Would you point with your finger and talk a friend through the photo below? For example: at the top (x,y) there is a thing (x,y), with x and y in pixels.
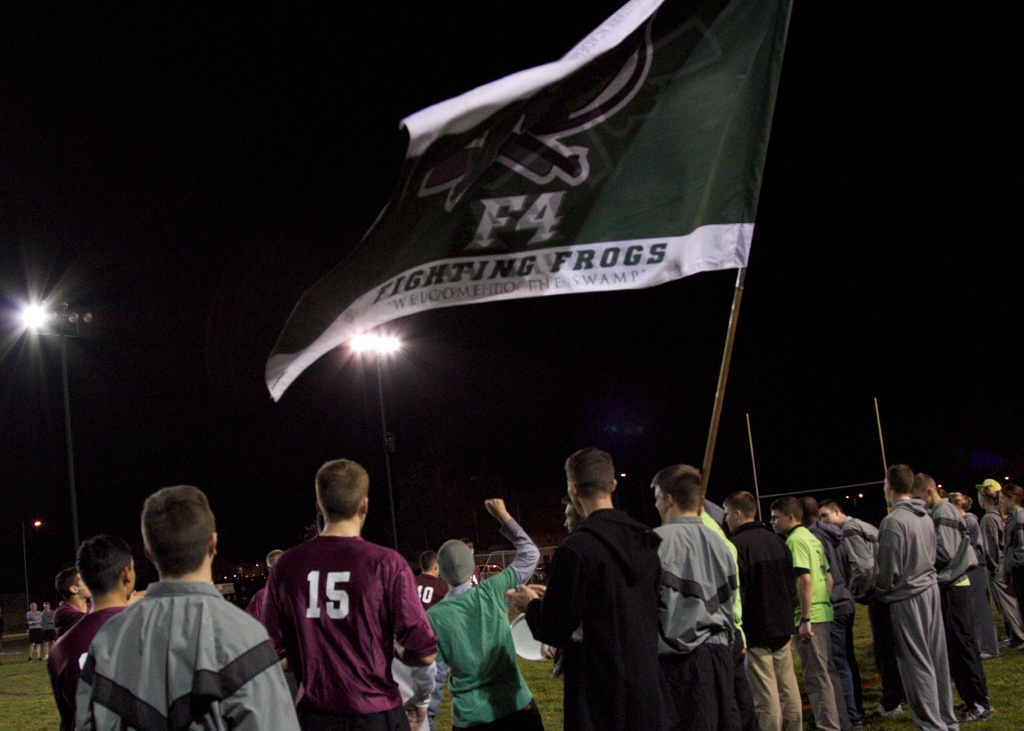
In this image we can see people (501,600) are standing on the ground (1023,668). Here we can see grass (1007,657), flagpoles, lights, and other objects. There is a dark background (989,206).
